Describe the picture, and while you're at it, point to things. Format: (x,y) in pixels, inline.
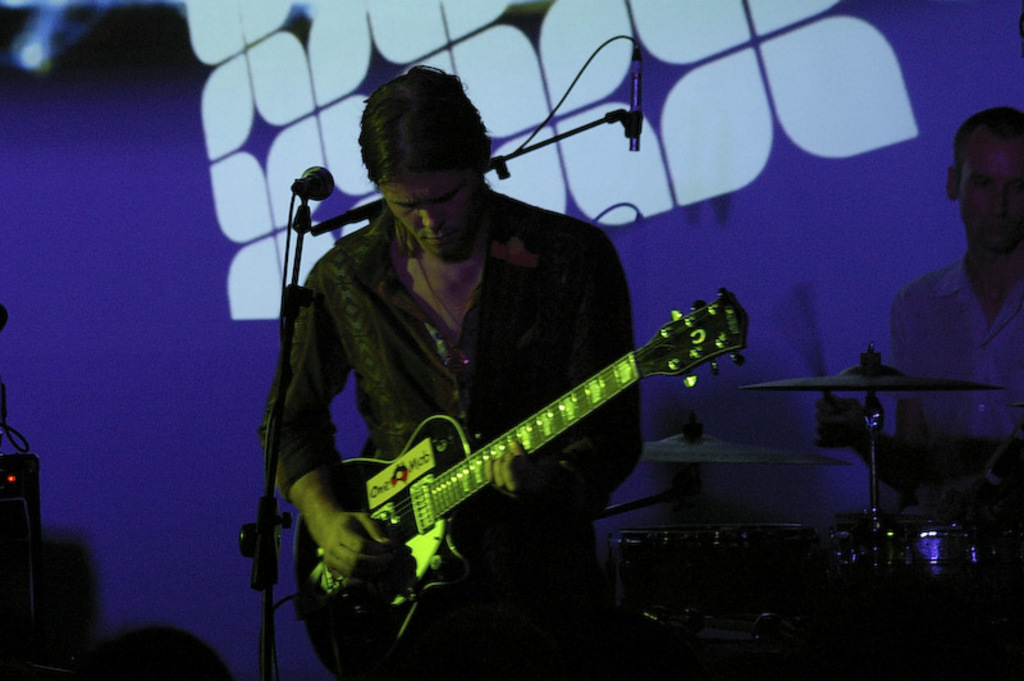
A man (323,438) is standing and playing the guitar (483,463) there is a microphone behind him another man (910,298) is playing the musical instruments (697,599).
